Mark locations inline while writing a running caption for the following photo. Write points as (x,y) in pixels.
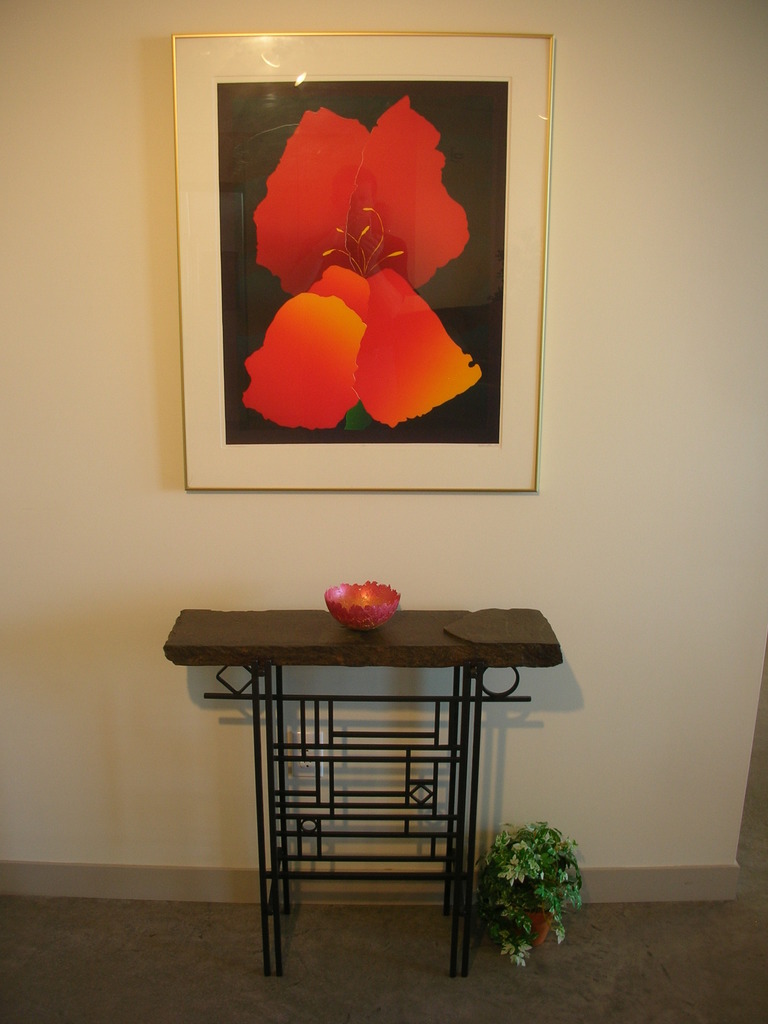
In this image there is a table (458,638) having a bowl (359,608). Beside the table (394,615) there is a pot (539,920) having a plant (527,834). A picture frame (332,403) is attached to the wall (369,511).
